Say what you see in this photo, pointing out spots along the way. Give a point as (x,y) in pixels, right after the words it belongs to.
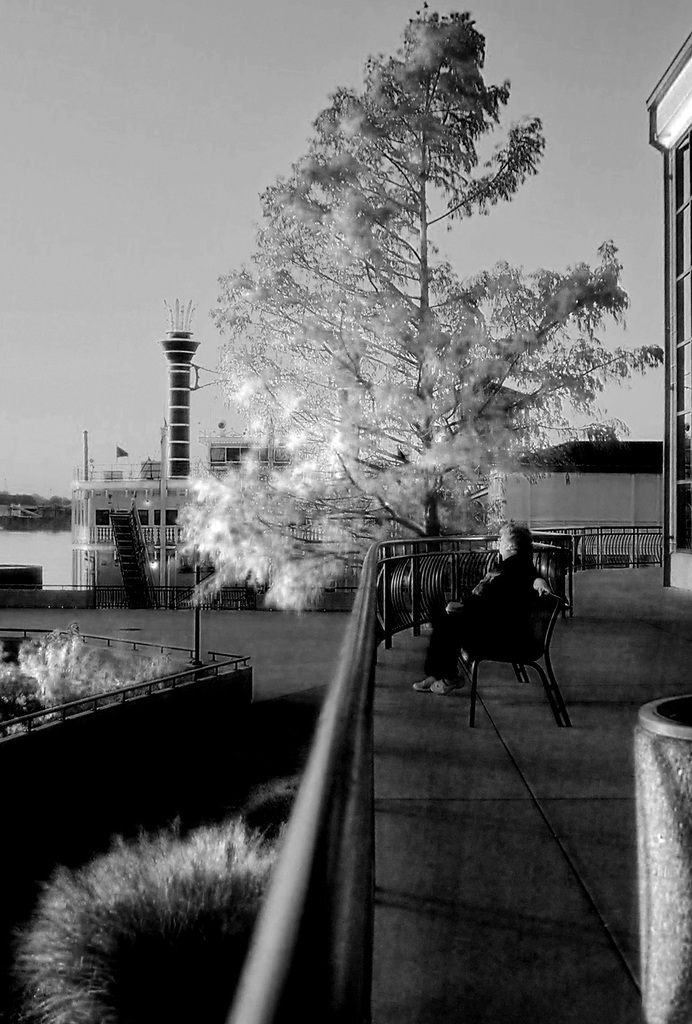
This is a black and white image. In this image we can see a person (499,609) sitting on the bench (474,656), railings (464,553), trees (384,313), chimney (190,415), buildings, water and sky (164,365).
